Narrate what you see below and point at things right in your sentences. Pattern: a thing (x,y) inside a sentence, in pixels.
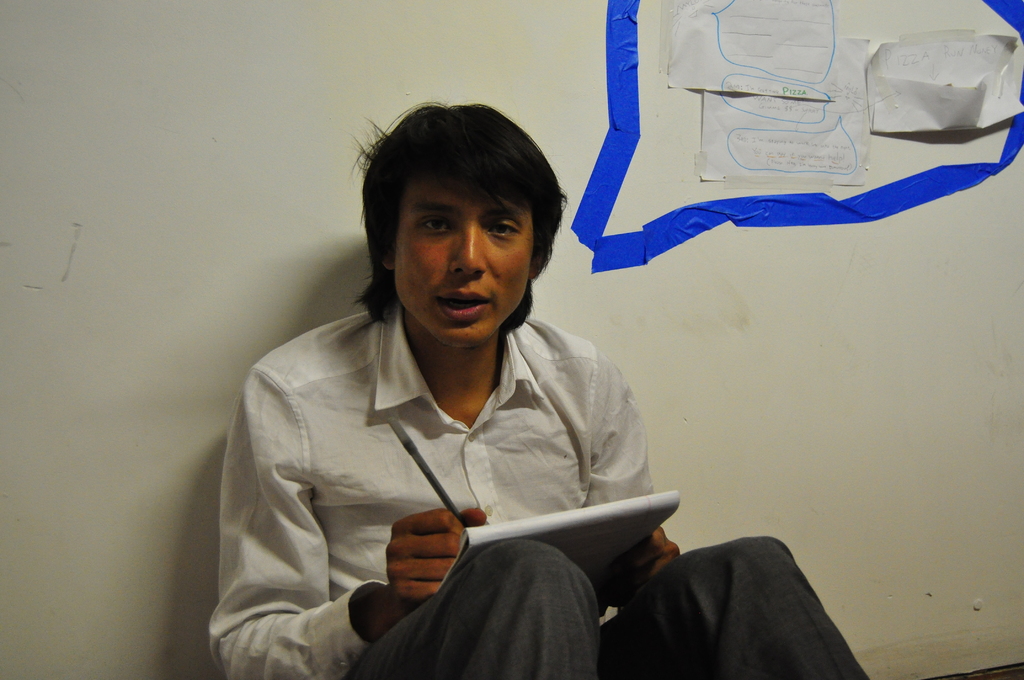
In the image a man (637,457) is sitting and holding a book (670,503) and pen (404,438). Behind him there is a wall (971,18), on the wall (968,153) there are some posters (684,28).
